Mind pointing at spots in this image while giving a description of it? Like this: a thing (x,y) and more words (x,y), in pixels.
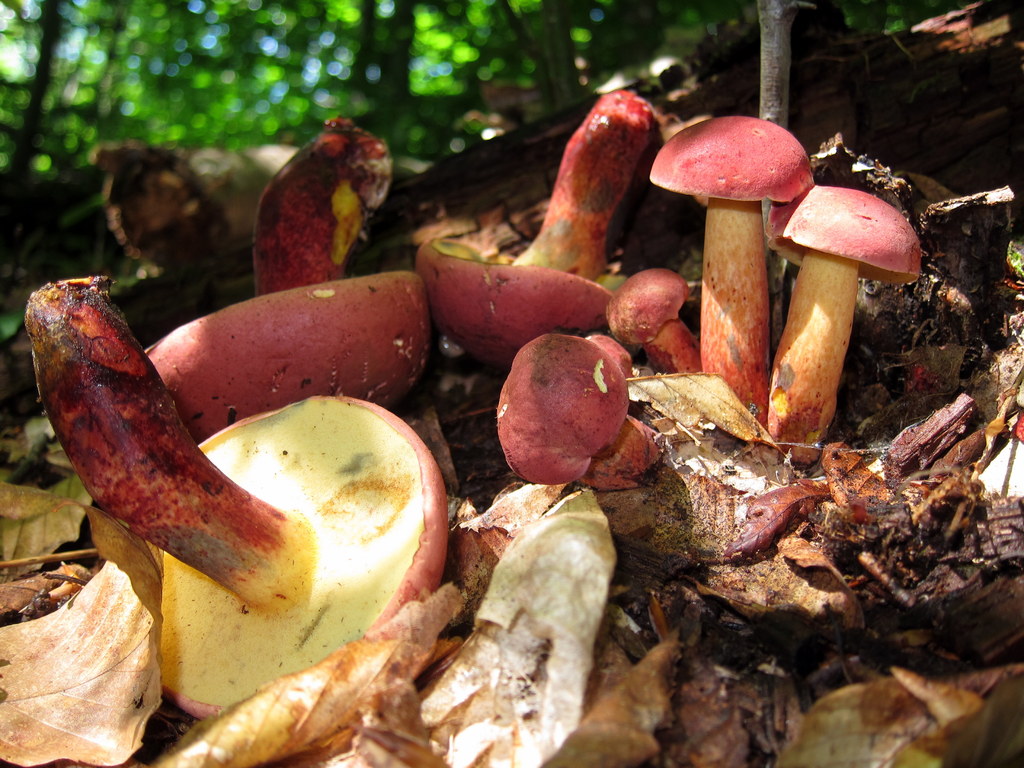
In this image there are few mushrooms (634,450) on the land (747,658) having few dried leaves (806,598) on it. Top of image (163,101) there are few trees (568,73).
